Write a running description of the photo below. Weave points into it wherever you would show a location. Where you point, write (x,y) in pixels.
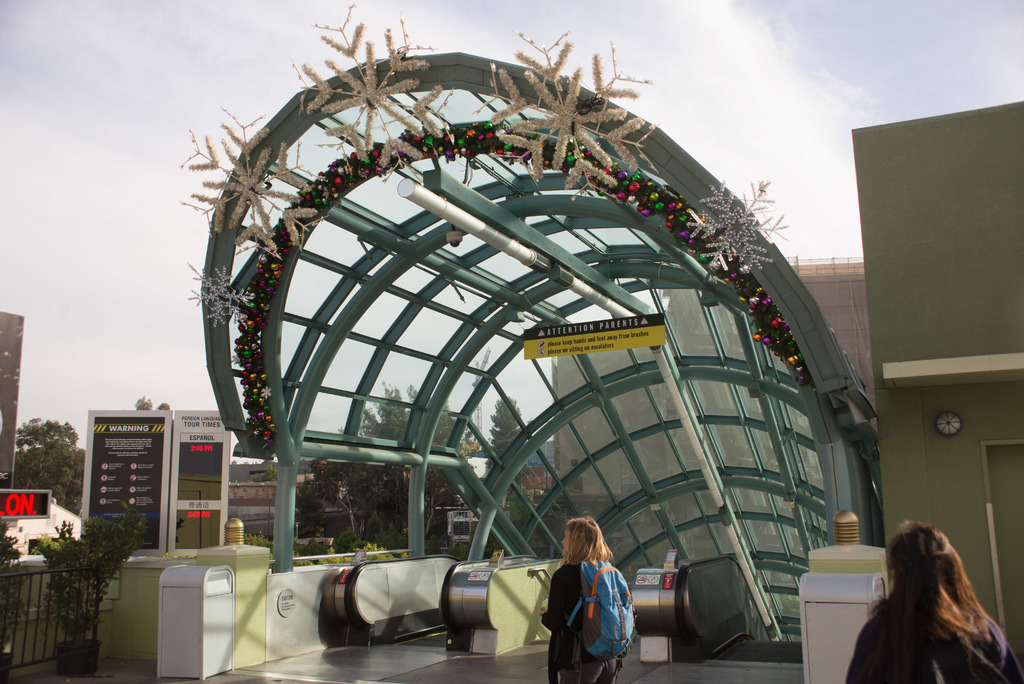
In the center of the image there is a escalator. There is a lady (594,546) wearing a bag (625,600). At the top of the image (377,215) there is roof (480,291). In the background of the image (138,196) there is sky (97,393). There are trees (61,480). There are buildings (61,508). There is a plant (102,552). To the right side of the image (858,624) there is a lady (926,548). There is wall (909,282). At the bottom of the image (393,657) there is floor (341,667).
